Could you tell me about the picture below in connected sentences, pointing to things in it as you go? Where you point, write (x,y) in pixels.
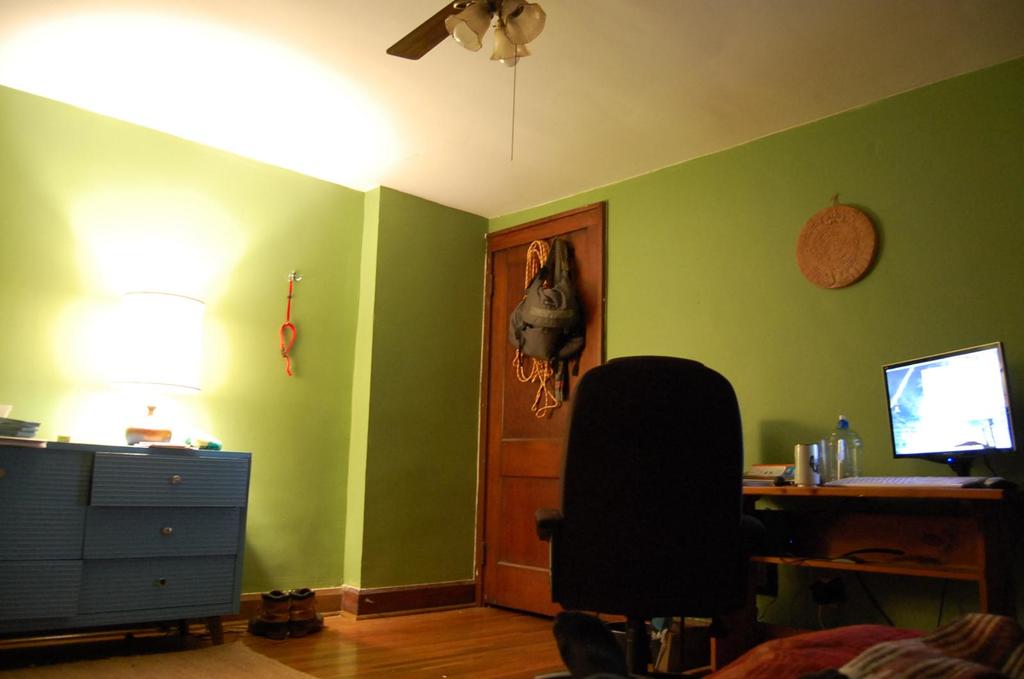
As we can see in the image there is a green color wall (403,352), door (549,474), fan (478,43), white color roof (776,72), table (901,503) and chair (601,496). On table (883,490) there is a screen (986,414), keyboard (925,486), tin (808,484) and bottle (855,450). On floor (313,635) there is a shoe (282,600).
